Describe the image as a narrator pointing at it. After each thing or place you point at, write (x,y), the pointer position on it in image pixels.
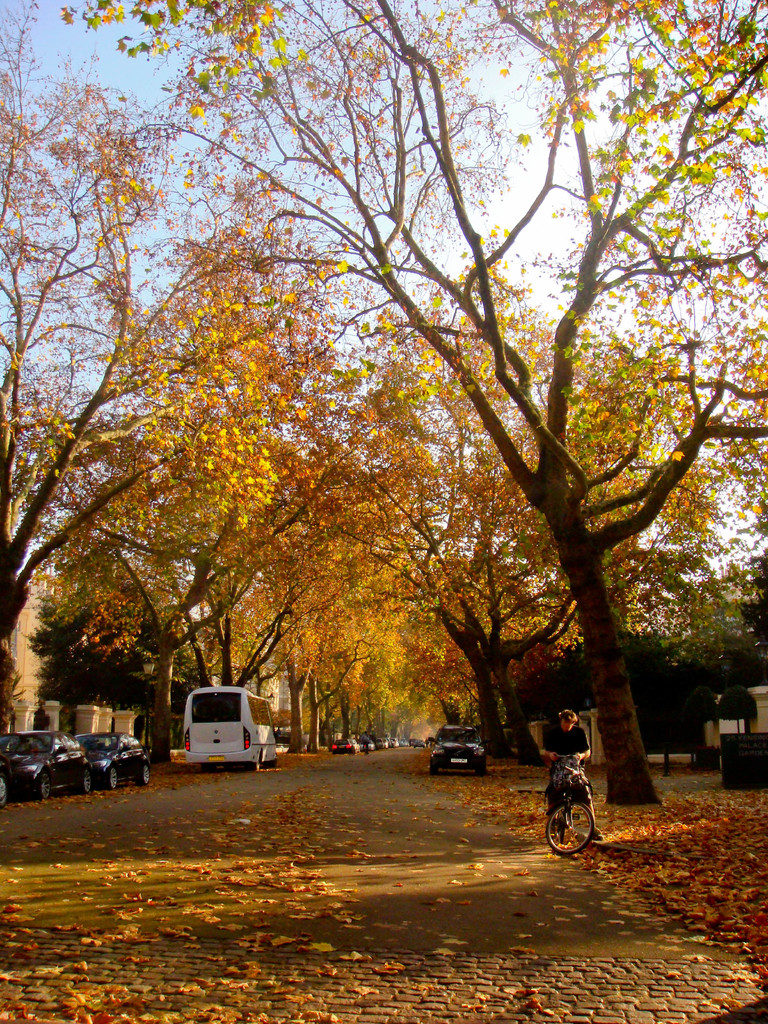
In the image there are few cars (129,765), buses (216,757) and vehicles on the road (274,823) with trees (75,694) on either side of it, in the front (558,802) there is a person (574,754) on the bicycle (569,813) and above its sky (146,66).
